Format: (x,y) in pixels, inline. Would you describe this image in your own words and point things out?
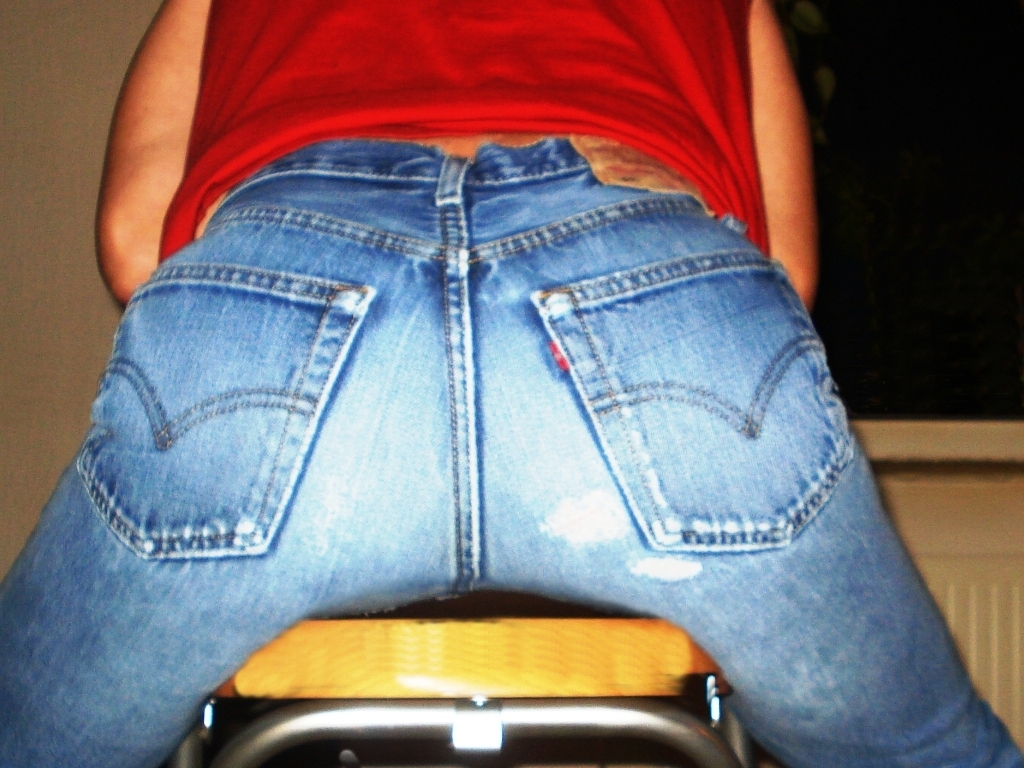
In this picture I can see a person (539,399) the person (379,333) is wearing blue jeans (359,288) and red color top (456,63). In the background (51,286) i can see wall (42,302) and object (467,717).
